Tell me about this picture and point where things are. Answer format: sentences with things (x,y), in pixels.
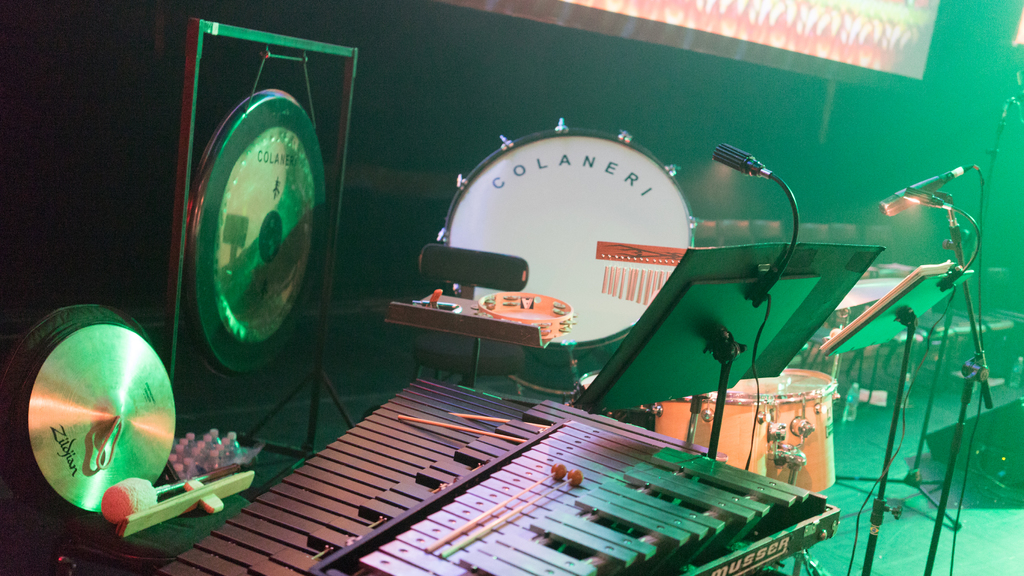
In this image, I can see a vibraphone (528,446), drums (770,445), tambourine (559,326) and some other musical instruments (210,490). I can see the music stands (748,274). These are the mics (902,194) attached to the mike stands (963,373).
